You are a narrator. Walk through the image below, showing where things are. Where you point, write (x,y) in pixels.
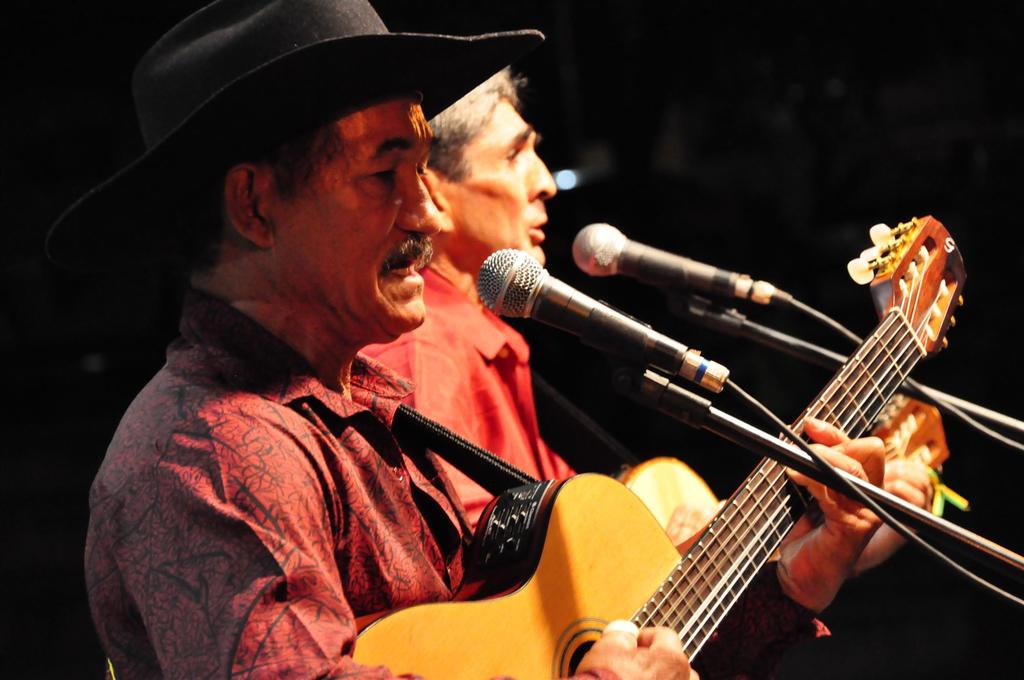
In this image, 2 humans (390,421) are singing in-front of microphone (627,318). We can see rods (753,438) and wire (758,404) here. Here we can see guitars (631,530). On the left side (236,154) person (231,151), he wear a hat (275,93) on his head (255,101). And colorful shirts (363,511) they wear.
